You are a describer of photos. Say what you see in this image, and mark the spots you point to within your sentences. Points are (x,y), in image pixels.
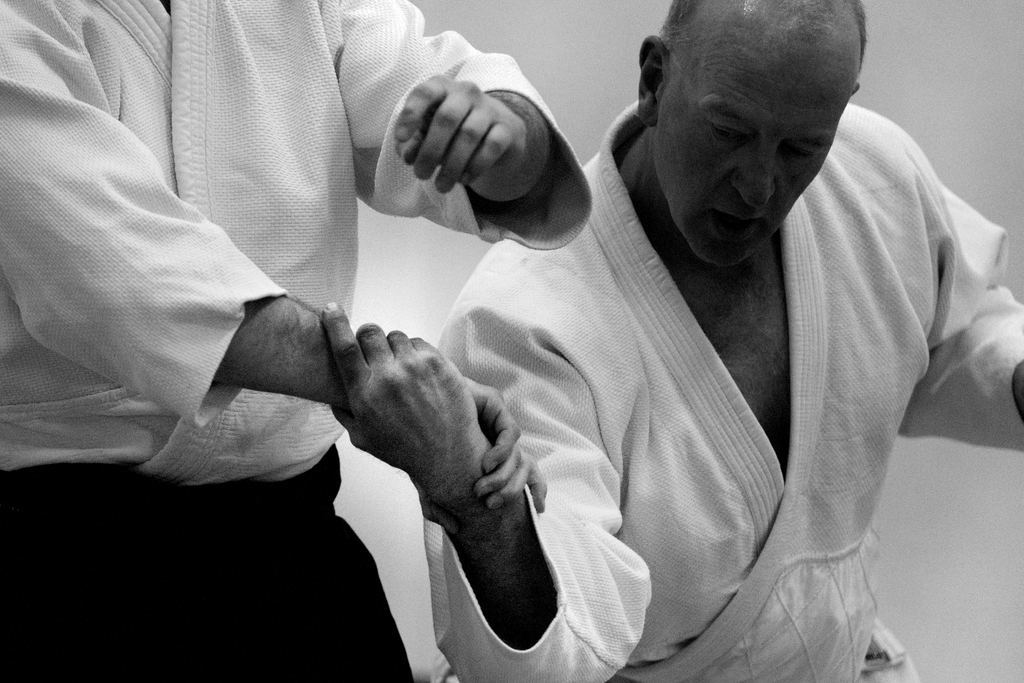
In this image I can see two people (498,248) wearing white and black dress (285,560). The image is in black and white.
